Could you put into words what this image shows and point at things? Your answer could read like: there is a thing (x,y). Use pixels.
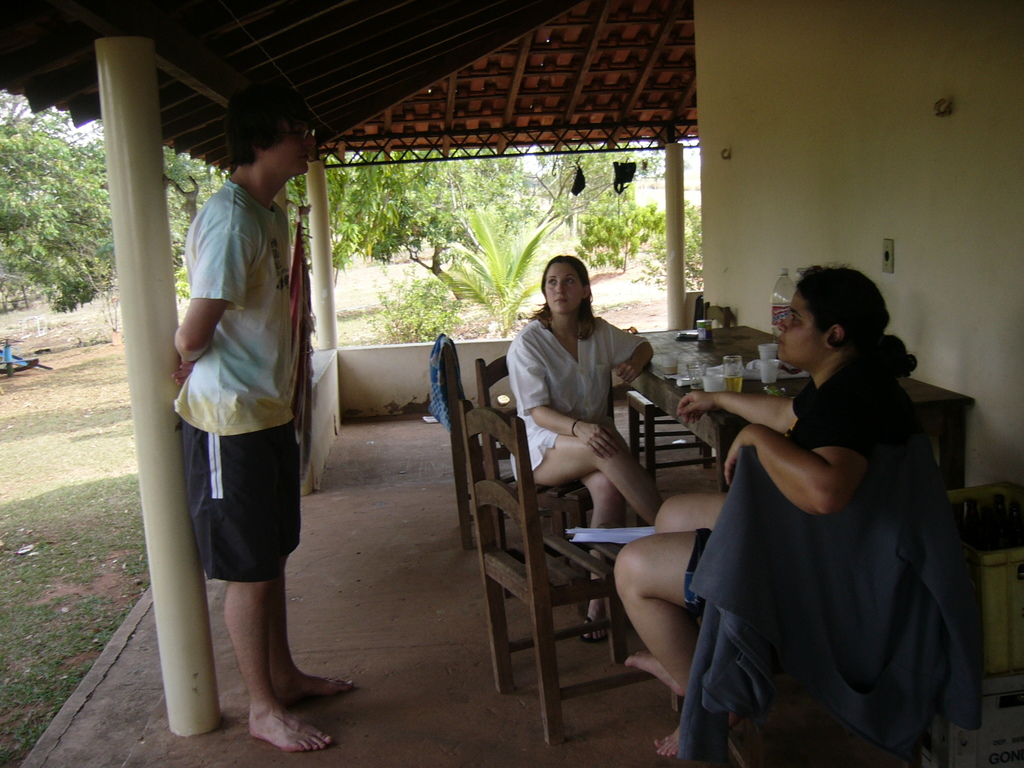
There are two women (692,534) sitting on the chair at the table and a man (277,491) standing on the left (289,284). There are glasses (731,381), water bottle (776,305) on the table (663,346). In the background (49,206) there are trees (428,223) and plants (480,252).
